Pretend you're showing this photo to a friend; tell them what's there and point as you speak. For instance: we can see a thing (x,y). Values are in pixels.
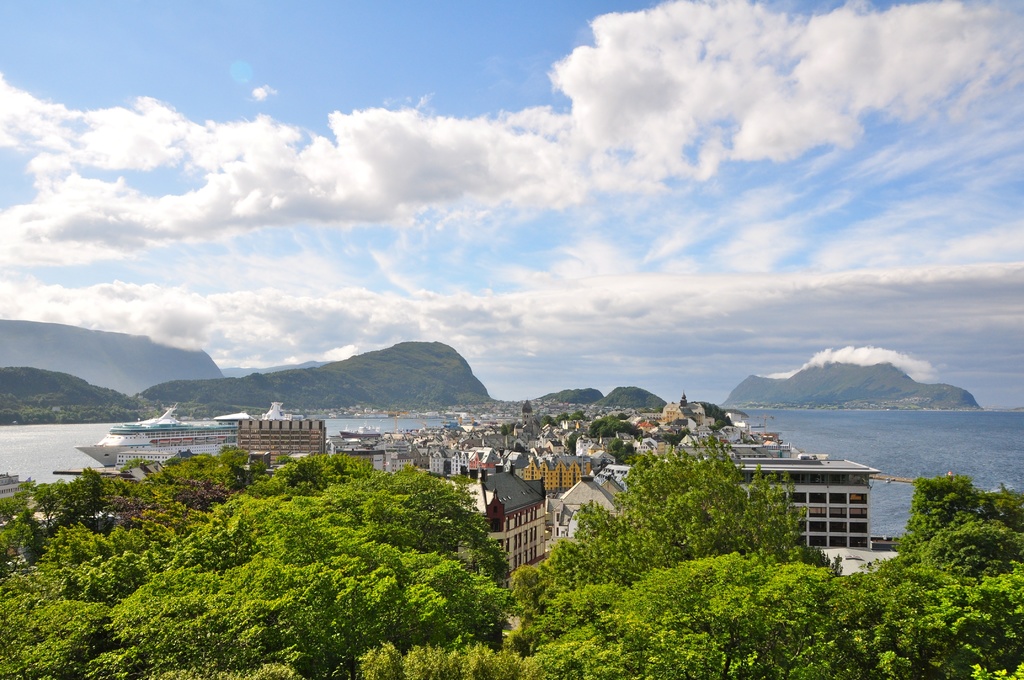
In this image we can see trees (770,542) and buildings (670,410). There are ships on the water (1022,438). In the background (320,310) we can see mountains (841,388) and sky (543,222) with clouds (591,200).
